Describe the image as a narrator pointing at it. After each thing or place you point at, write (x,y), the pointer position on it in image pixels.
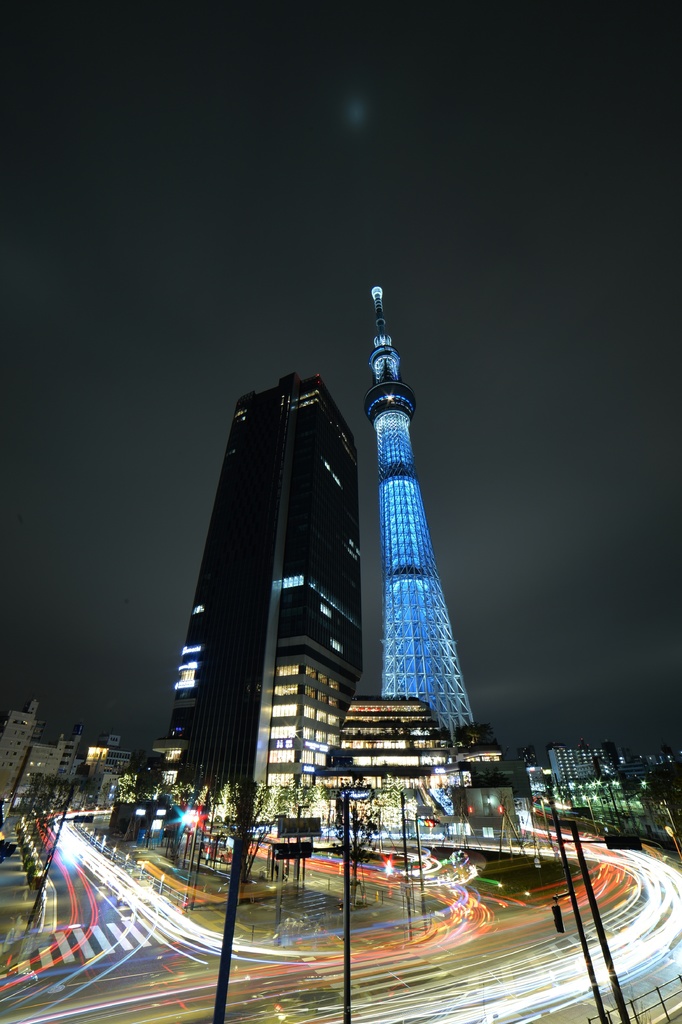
In this image there are buildings (388,753), tower (403,674), poles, lights (157,894), boards (306,824), dark sky (149,435) and objects (224,798).
